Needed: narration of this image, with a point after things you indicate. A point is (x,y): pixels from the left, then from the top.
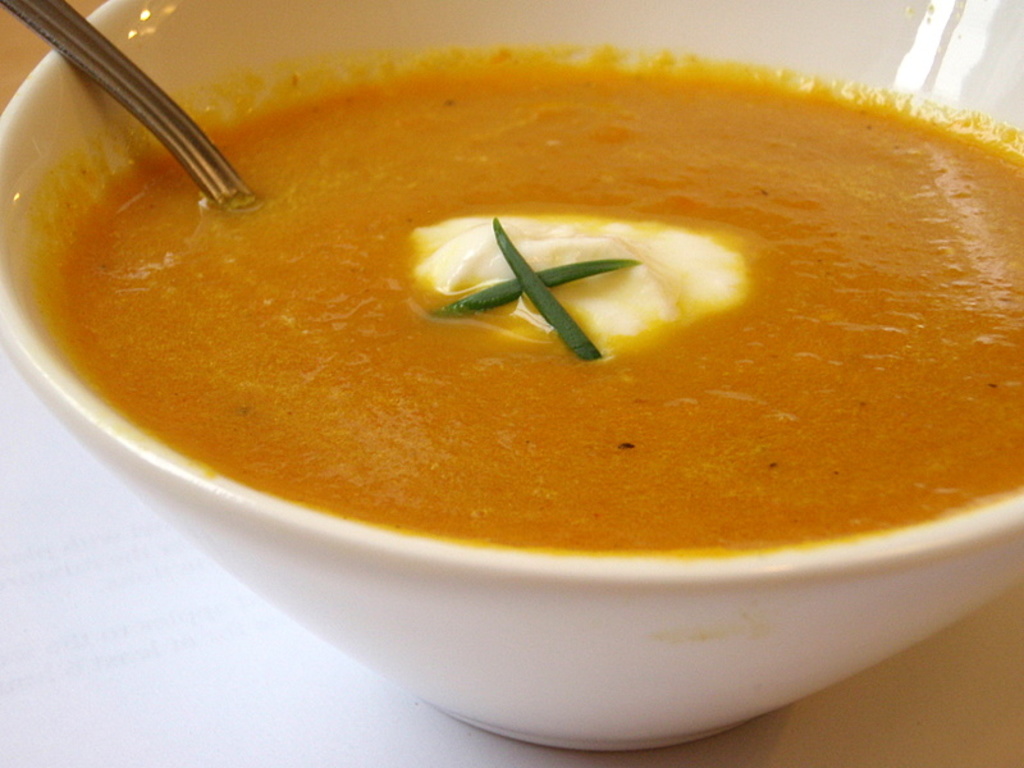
In this picture we can see a bowl (822,554) with food (500,379), spoon (37,23) in it and this bowl (568,628) is placed on a white surface (209,707).
